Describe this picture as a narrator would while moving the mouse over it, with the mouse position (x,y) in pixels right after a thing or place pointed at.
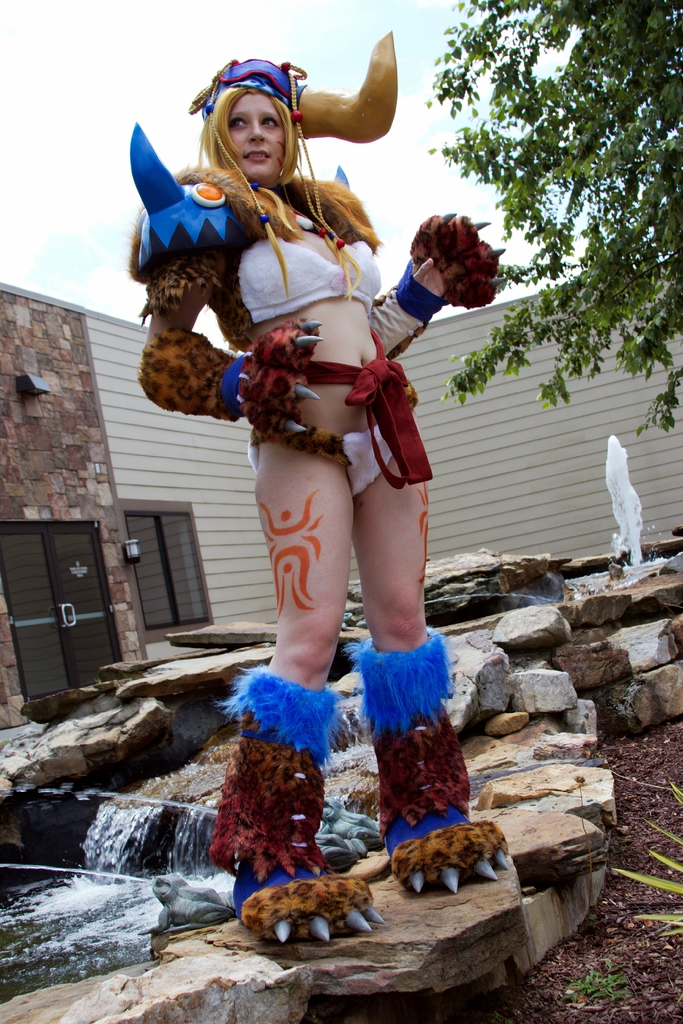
In this image I can see the person (283,549) standing and the person (298,595) is wearing white color dress (294,292). In the background (233,657) I can see few windows (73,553) and few stones (608,699) and the plant (590,117) is in green color and the sky (168,87) is in blue and white color.
